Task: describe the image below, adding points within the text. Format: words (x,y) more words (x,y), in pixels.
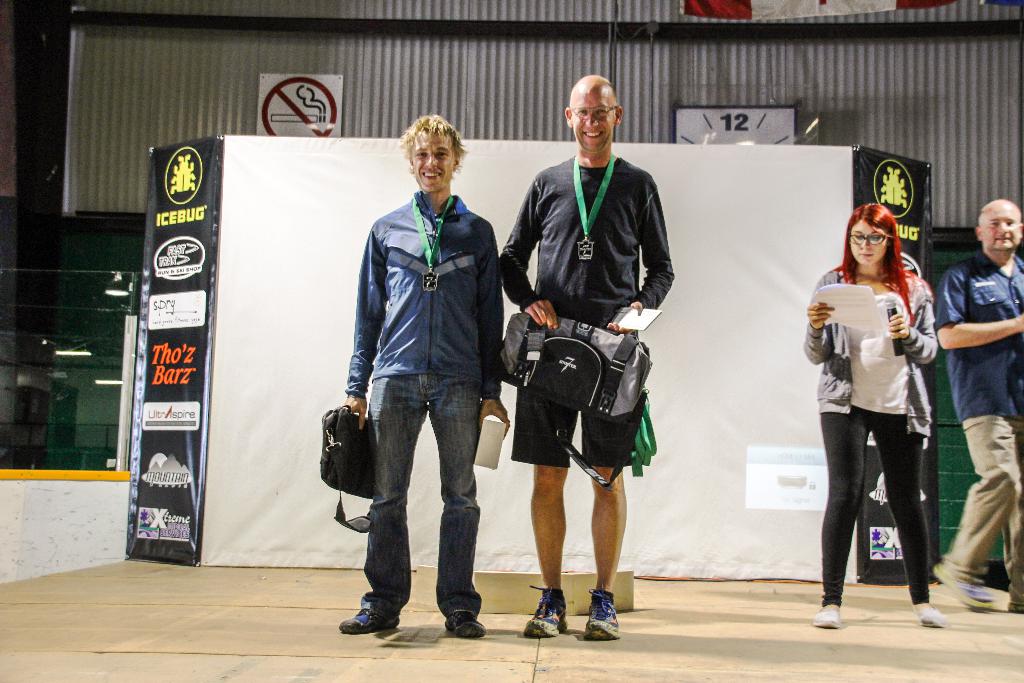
In the image there are two men (480,287) standing in the foreground (559,375) and they are holding bags (544,377) and other objects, behind them there are logos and on the right side (857,276) there are two other people (976,351), in the background (139,62) there is no smoking board (264,129) and a clock (791,117) attached to a surface (515,92).
